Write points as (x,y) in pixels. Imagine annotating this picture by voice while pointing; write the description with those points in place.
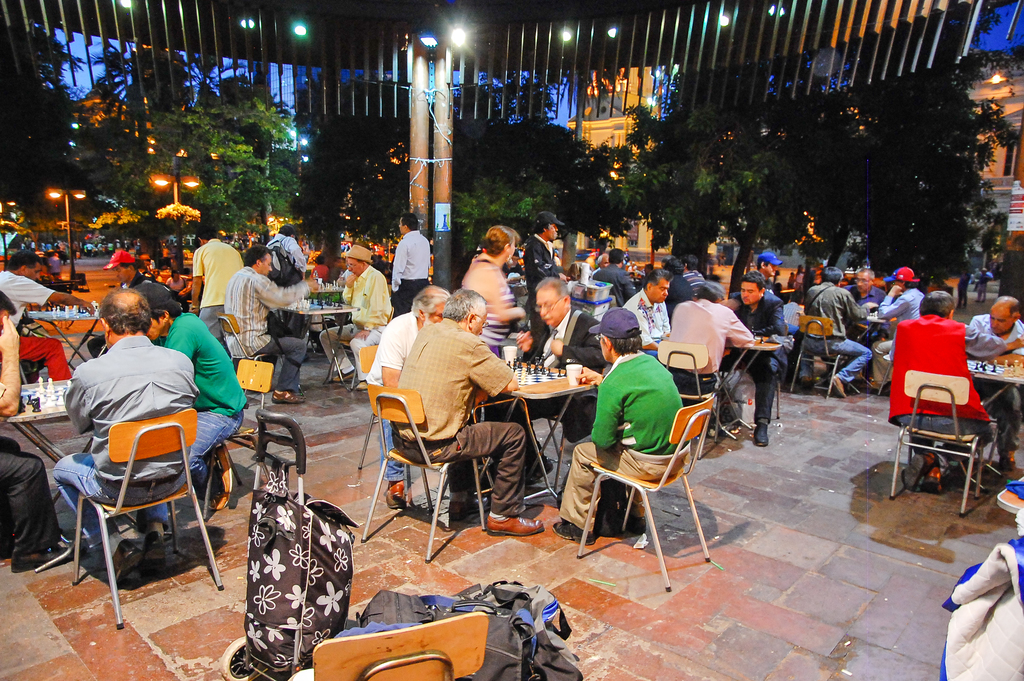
Here we can see group of people (946,337) sitting on chairs (959,437) with tables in front of them, all of them are playing chess (537,365) and behind them we can see light posts (69,196), trees (192,138) and buildings (635,87) present.
